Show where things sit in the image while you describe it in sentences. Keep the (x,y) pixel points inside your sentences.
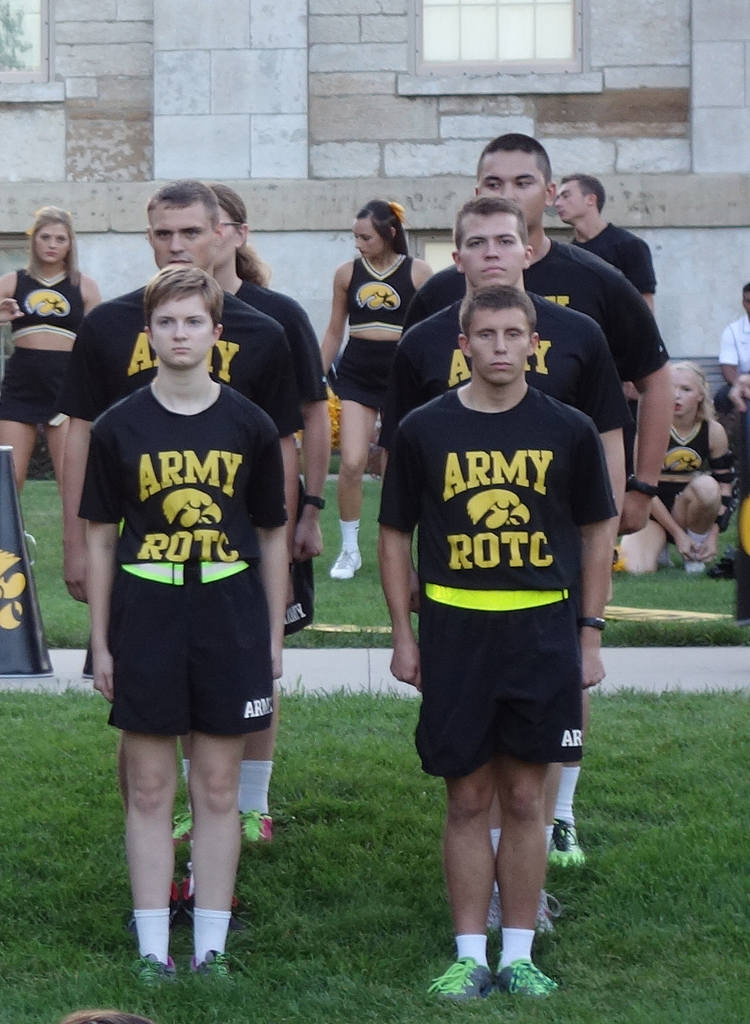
In this picture we can see a group of people (569,646) where some are standing on the ground (607,739) and some are sitting and in the background (103,117) we can see wall (574,138), windows (14,13).
